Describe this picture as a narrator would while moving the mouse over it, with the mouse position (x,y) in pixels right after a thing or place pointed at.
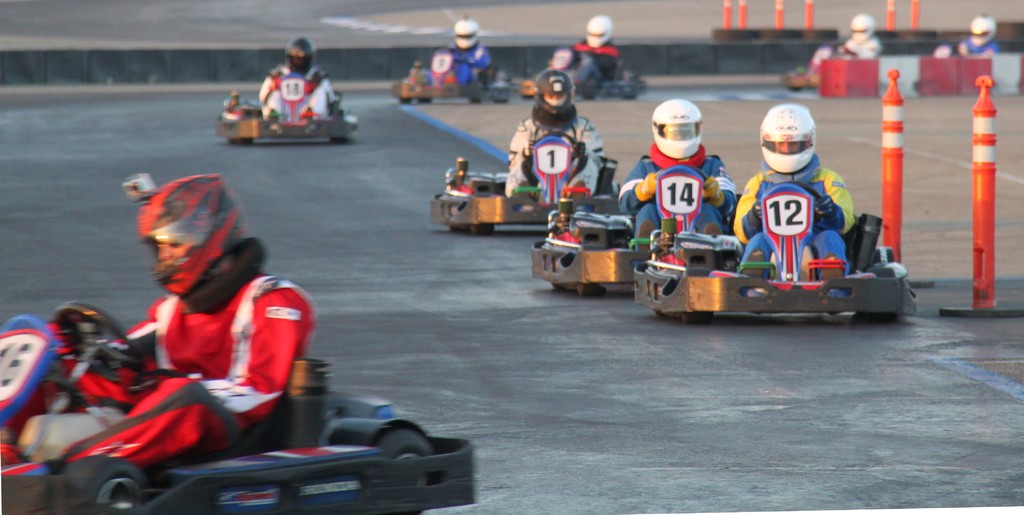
In this picture we can see some persons (175,389) riding go-kart (479,213) and wearing helmet (476,26). On the right side of the image (1011,78) we can see poles (883,113), boxes (837,86). In the background of the image (782,90) there is a road (593,308).
